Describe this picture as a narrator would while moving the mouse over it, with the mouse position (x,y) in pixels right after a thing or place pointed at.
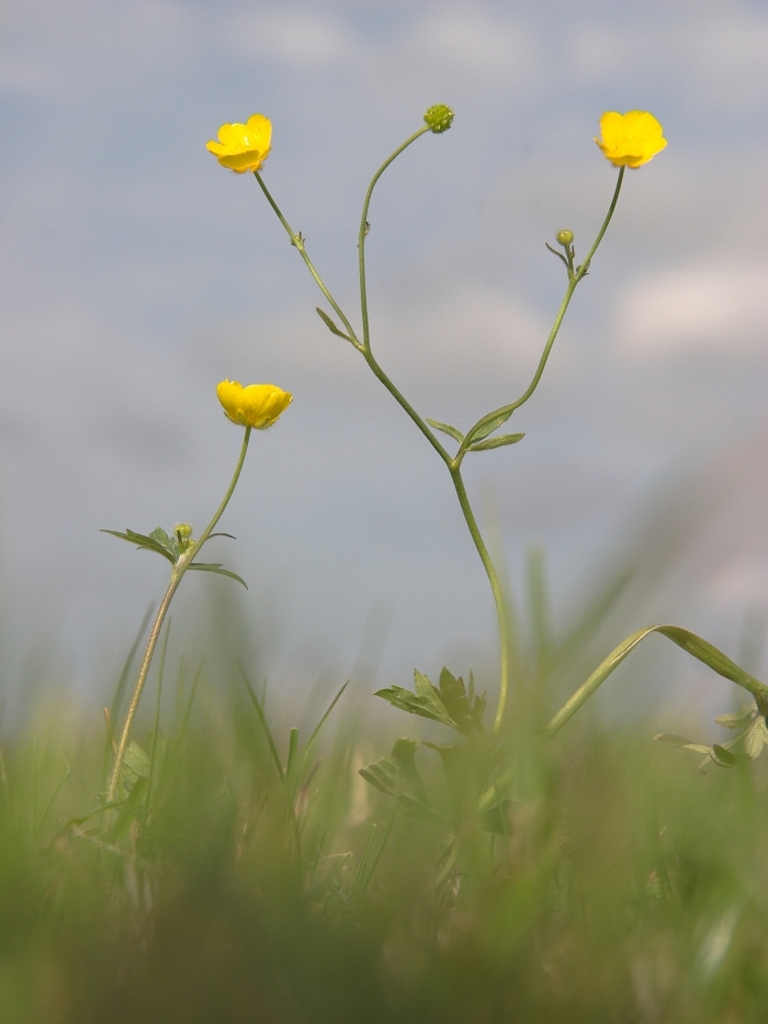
In this image I can see three yellow colour flowers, leaves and grass (188,698). In the background (312,182) I can see clouds (699,390) and the sky (333,208). I can also see this image is little bit blurry.
